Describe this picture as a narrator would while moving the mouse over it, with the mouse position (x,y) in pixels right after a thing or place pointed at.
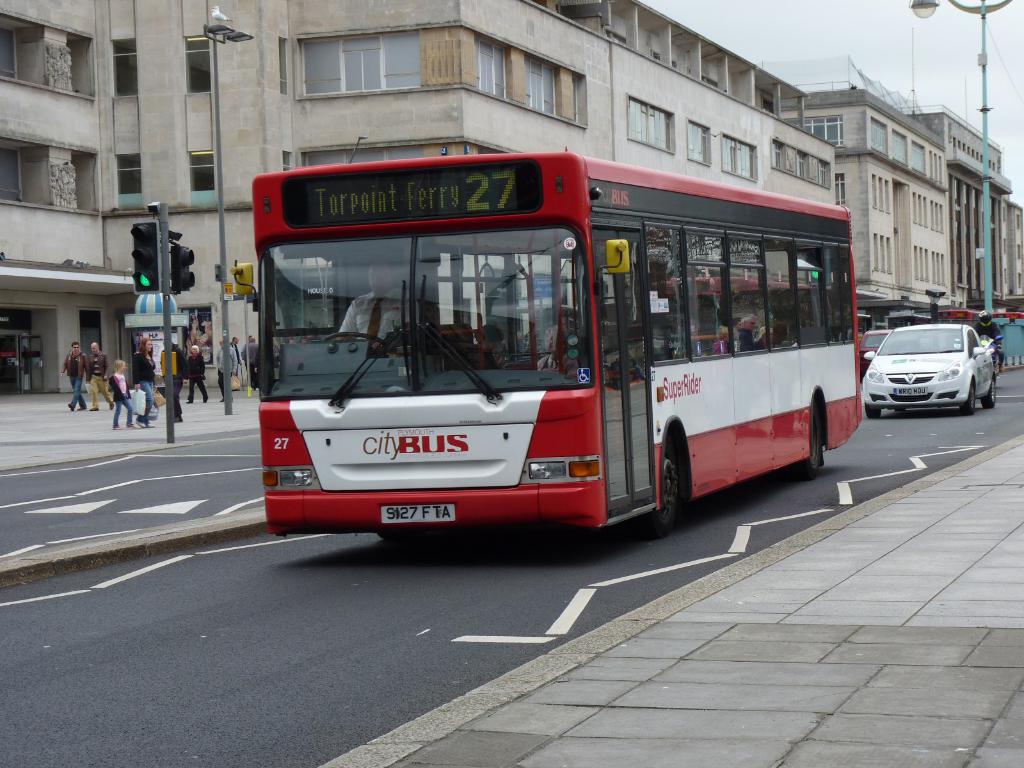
In this picture we can see a bus (271,341) and a car (947,401) in the front (271,341), on the left side (193,360) there are some people (95,365) walking, we can also see poles (170,345), traffic lights (192,275) on the left side (204,279), in the background (737,176) there are buildings (782,170), a pole (988,163) and a light (925,15), we can see the sky (797,28) at the top of the picture (794,25).
